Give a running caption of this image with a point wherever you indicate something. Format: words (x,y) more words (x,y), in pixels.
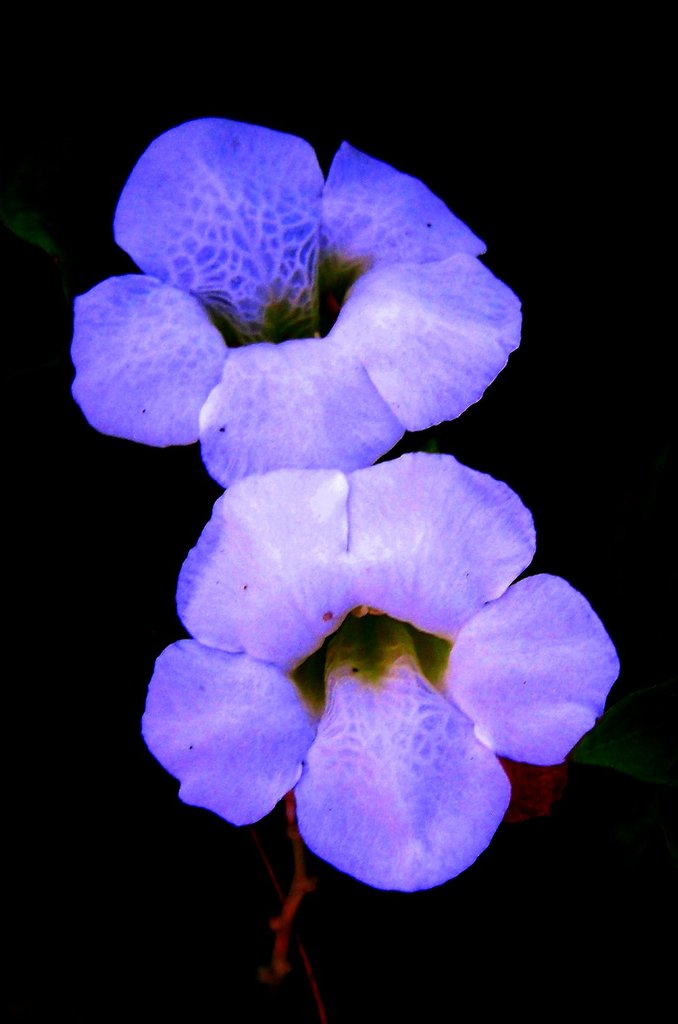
In the center of the image (404,579) there flowers (218,471). The background of the image (21,634) is black in color.
